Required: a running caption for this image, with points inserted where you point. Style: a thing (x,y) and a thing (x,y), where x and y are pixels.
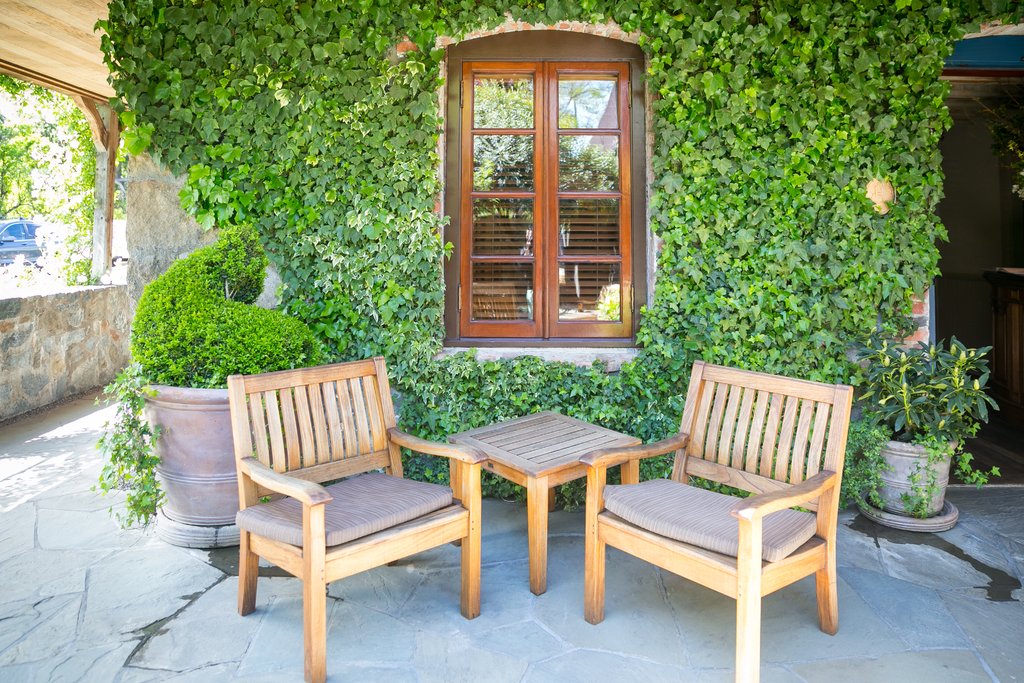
In the image there is a table (556,446) and chairs (598,471) on the floor (423,631), it seems to be balcony (801,678) and in the middle (579,239) there is a window (520,240) and all over the sides there are plants (768,64).
